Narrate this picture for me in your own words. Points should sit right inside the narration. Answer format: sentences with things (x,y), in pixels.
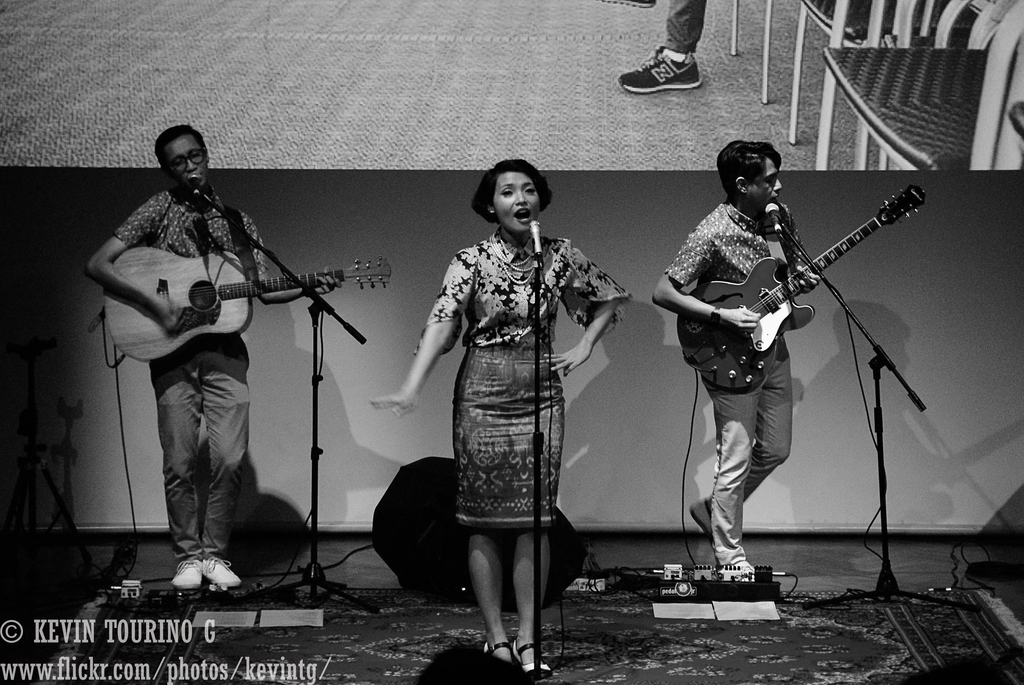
In this image I can see there are three people (743,232) among them two are man (219,352) who are playing guitar (176,292) and singing song in front of the microphone (198,185). And a woman (479,355) who is also singing in front of the microphone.
